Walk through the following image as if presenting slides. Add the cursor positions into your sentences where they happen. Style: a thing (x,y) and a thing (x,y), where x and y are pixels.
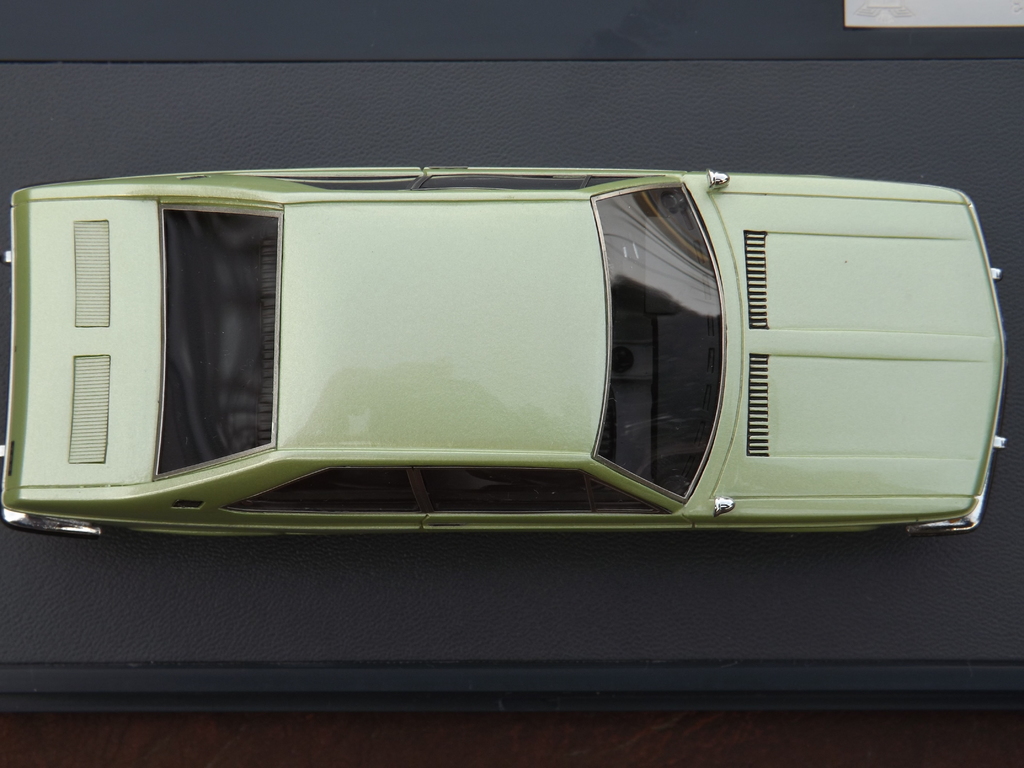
In this image I can see the car (638,302) in light green color and the car (378,387) is on the gray color surface (339,110).
